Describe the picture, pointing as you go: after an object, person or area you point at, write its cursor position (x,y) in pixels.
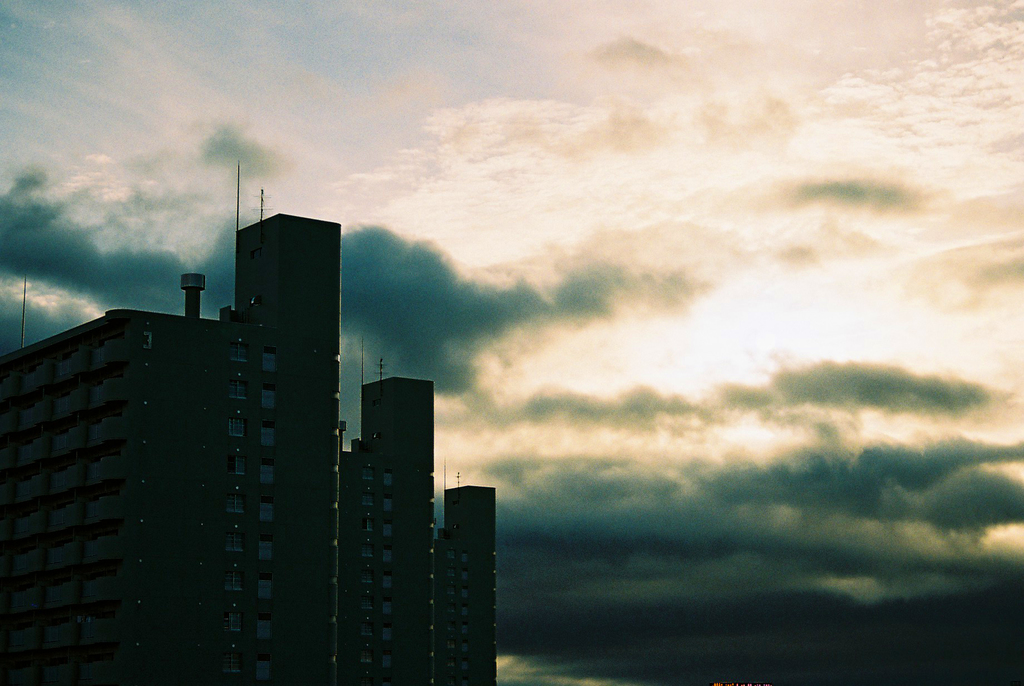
In this picture, on the left side (310,480), we can see a building (391,532), windows (265,586), pillars (189,303) and poles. In the background (603,217), we can see a sky (791,421) which is cloudy.
